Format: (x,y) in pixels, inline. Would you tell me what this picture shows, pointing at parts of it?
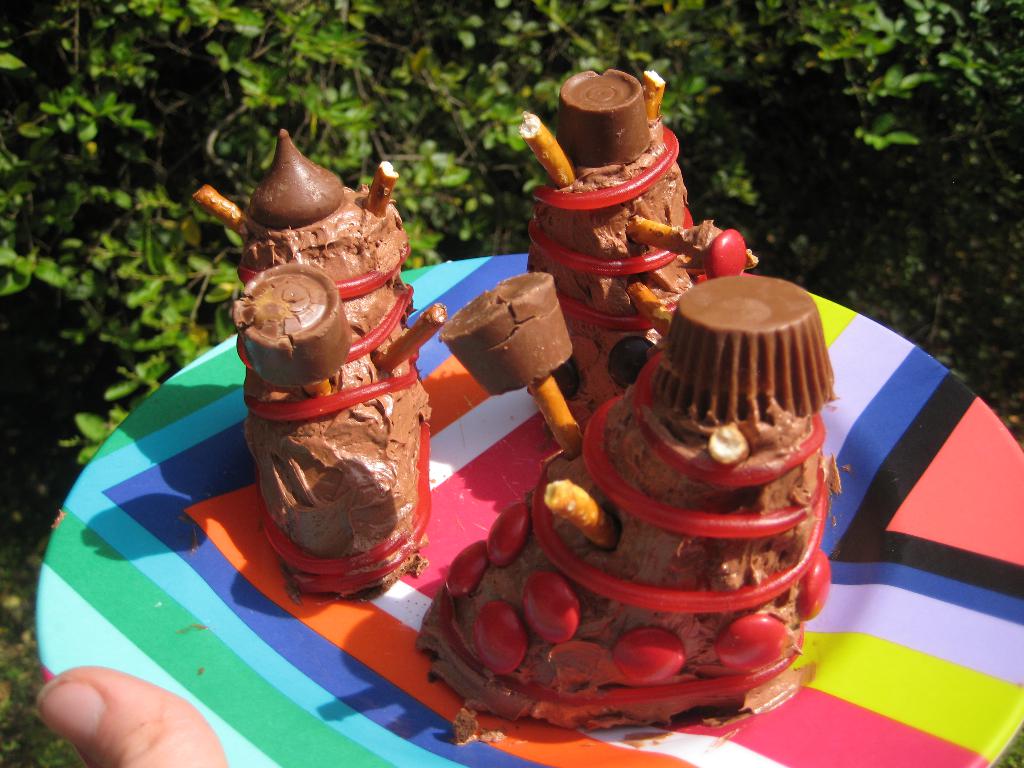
In this picture, we can see a person's finger (159,716), and we can see plate (68,616) and some objects (678,461) in it, we can see some plants (20,646) in the background (315,121).
